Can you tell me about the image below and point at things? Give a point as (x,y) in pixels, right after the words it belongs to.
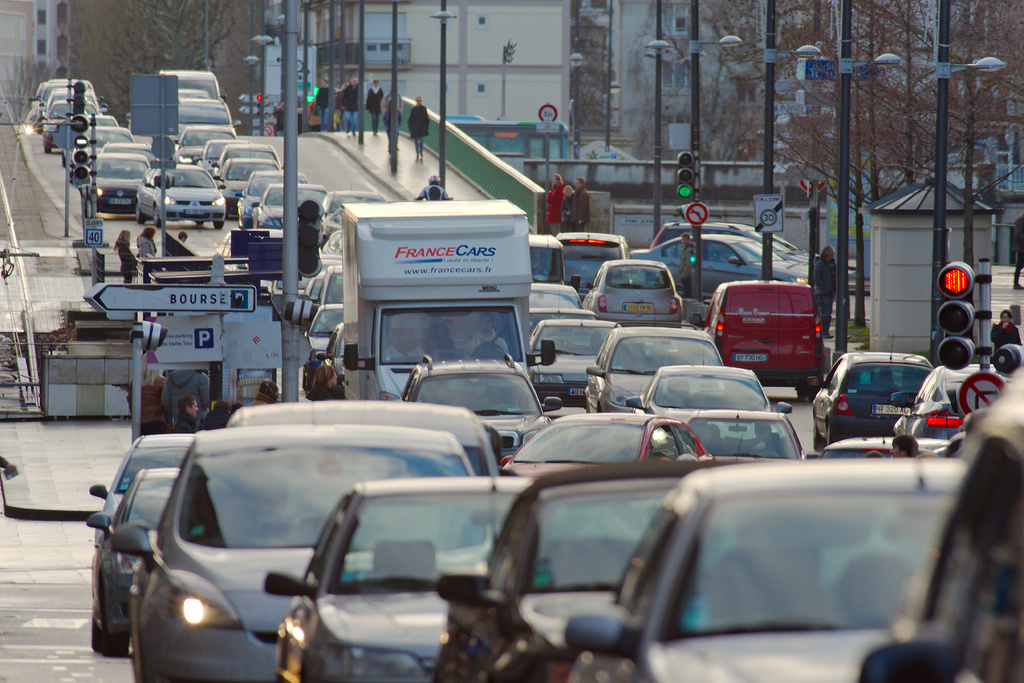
There are vehicles (614,260) on the road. Here we can see poles (977,327), boards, traffic signals (960,285), trees (89,41), and buildings (931,249). There are few persons (418,104) on the road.
